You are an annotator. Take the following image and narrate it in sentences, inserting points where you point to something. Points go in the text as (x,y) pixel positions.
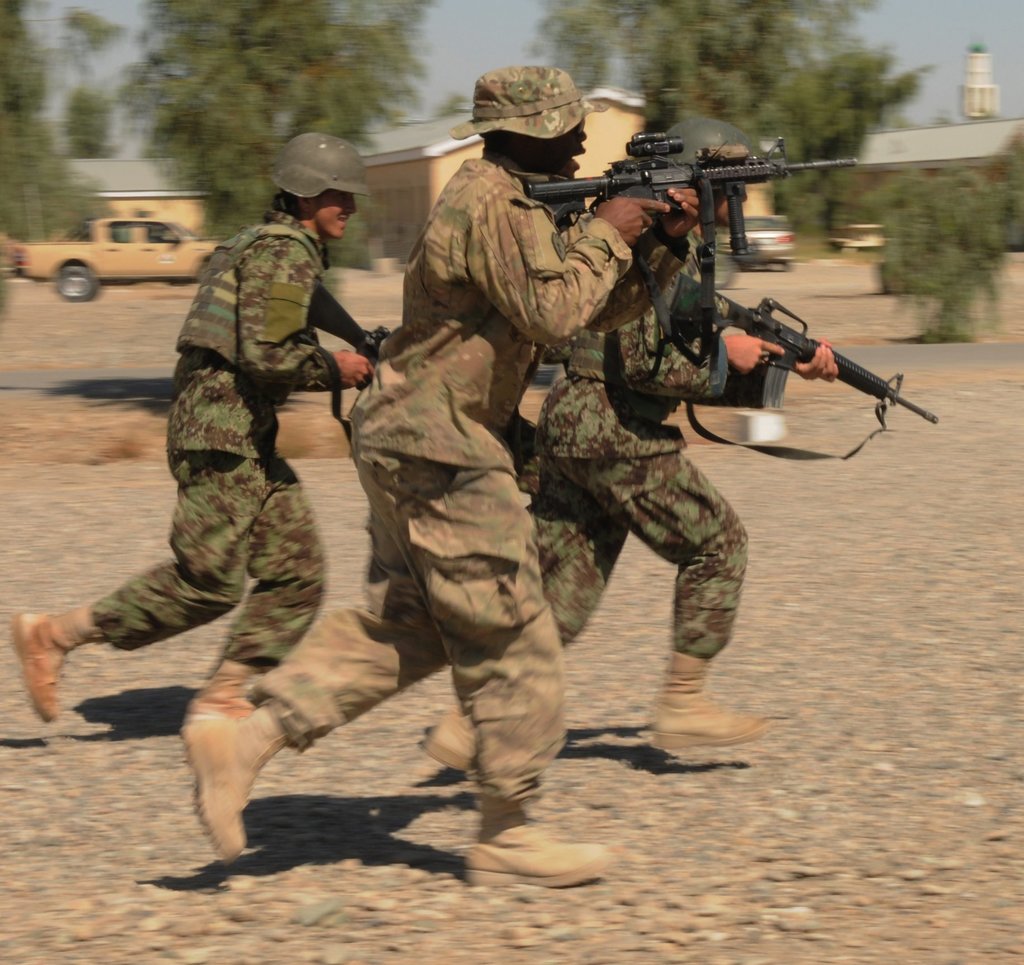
In this image we can see three men (211,420) wearing uniforms (542,325) and holding guns (804,343) and running on the road (860,724). In the background (164,188) we can see the houses (606,148) and also trees (964,200). We can also see the vehicles (766,251). Sky (487,30) is also visible.
